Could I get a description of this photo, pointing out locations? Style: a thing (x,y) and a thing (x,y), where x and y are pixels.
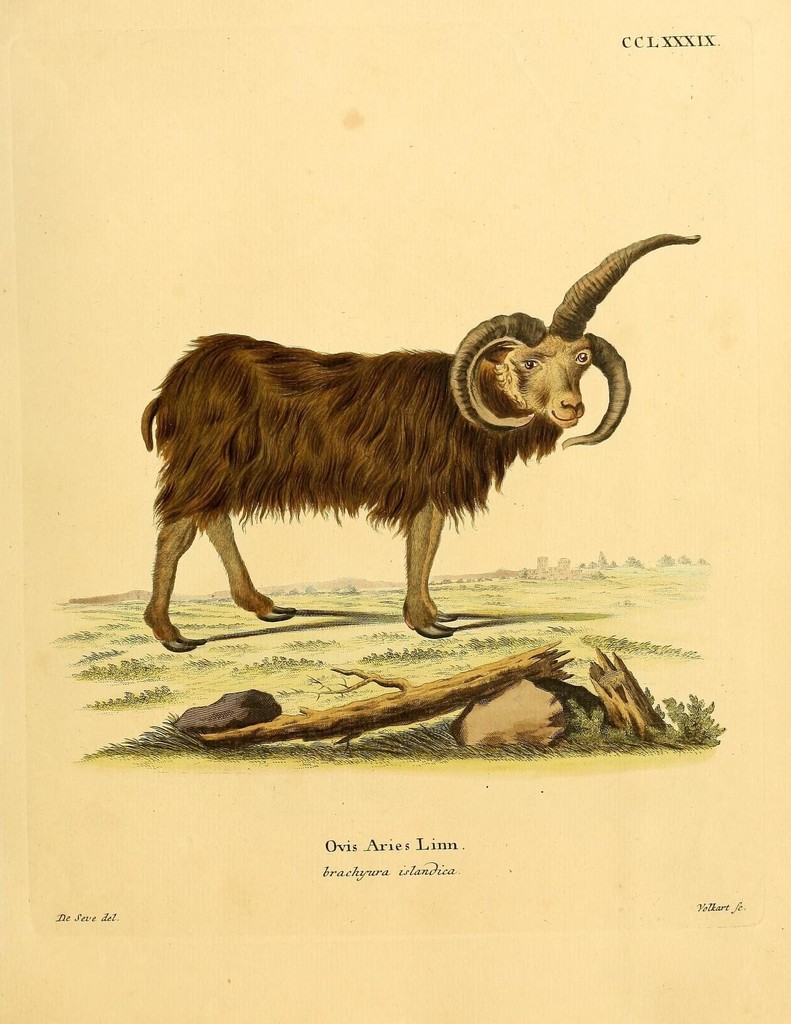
In this image we can see a poster (235,591) of sheep (447,492) which has three horns (617,374) and there are some stones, grass (203,666) tree (605,673) pole (282,723) on ground (283,742).
